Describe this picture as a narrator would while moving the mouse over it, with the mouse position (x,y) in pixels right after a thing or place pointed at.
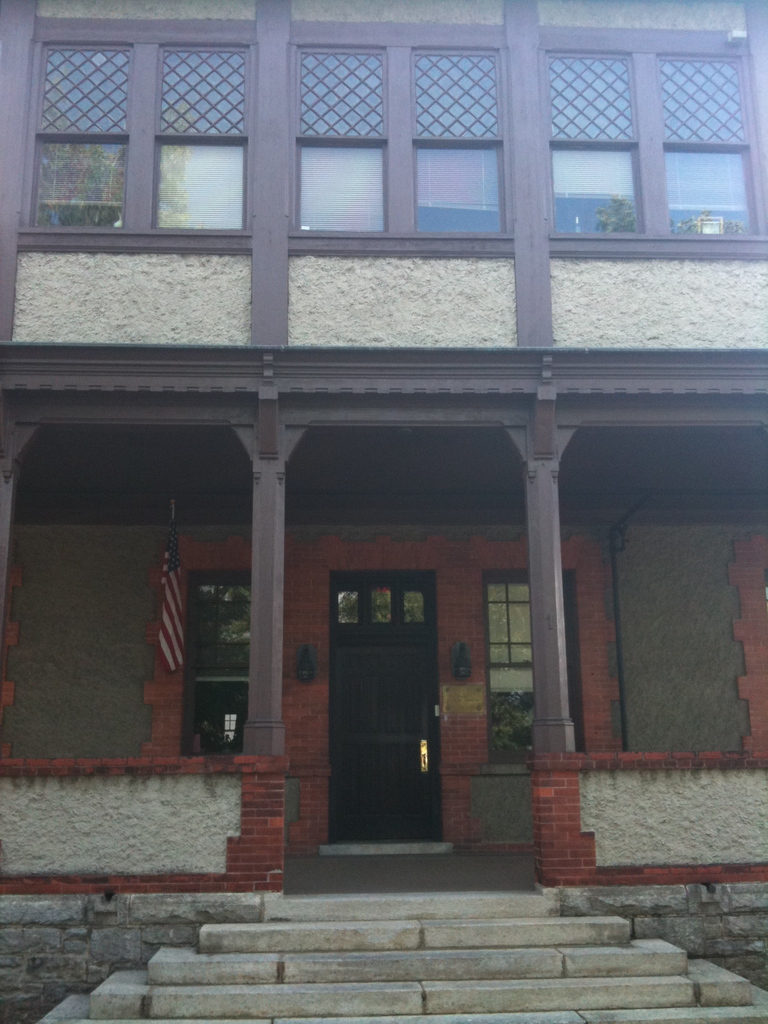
In this image there is a building (437,401) and in the front (474,936) there are stairs (445,908). In the center (355,642) there is a door (384,685) and there are windows (194,600) and there is a flag (165,621). On the top (332,188) there are windows (429,145).
